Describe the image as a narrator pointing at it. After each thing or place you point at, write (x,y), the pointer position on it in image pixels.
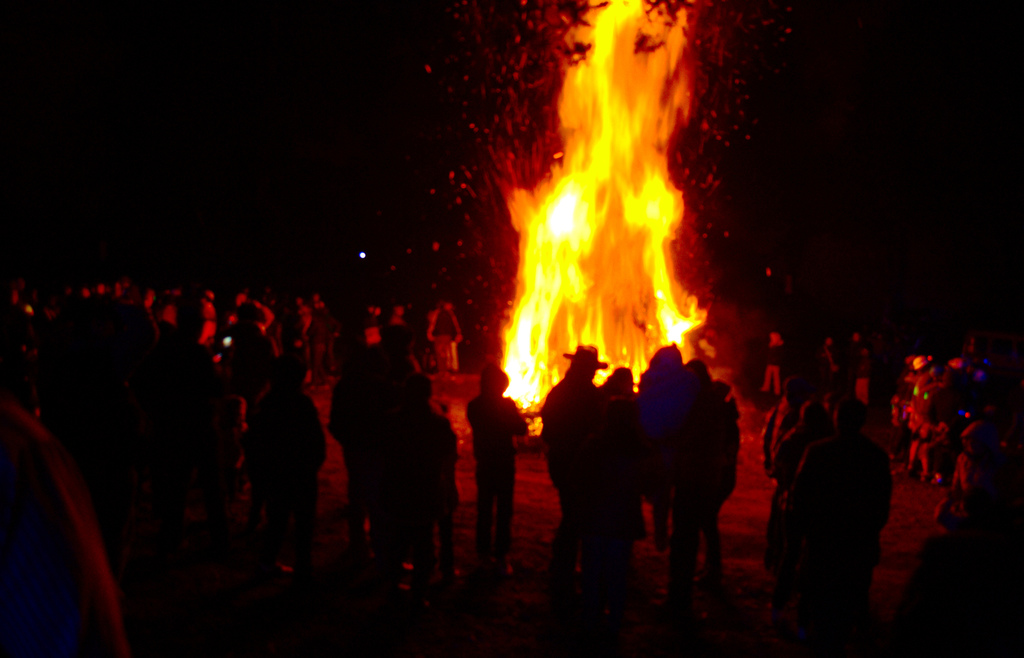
In this image there are group of people (729,413) standing, and at the background (618,349) there is fire (630,345).
